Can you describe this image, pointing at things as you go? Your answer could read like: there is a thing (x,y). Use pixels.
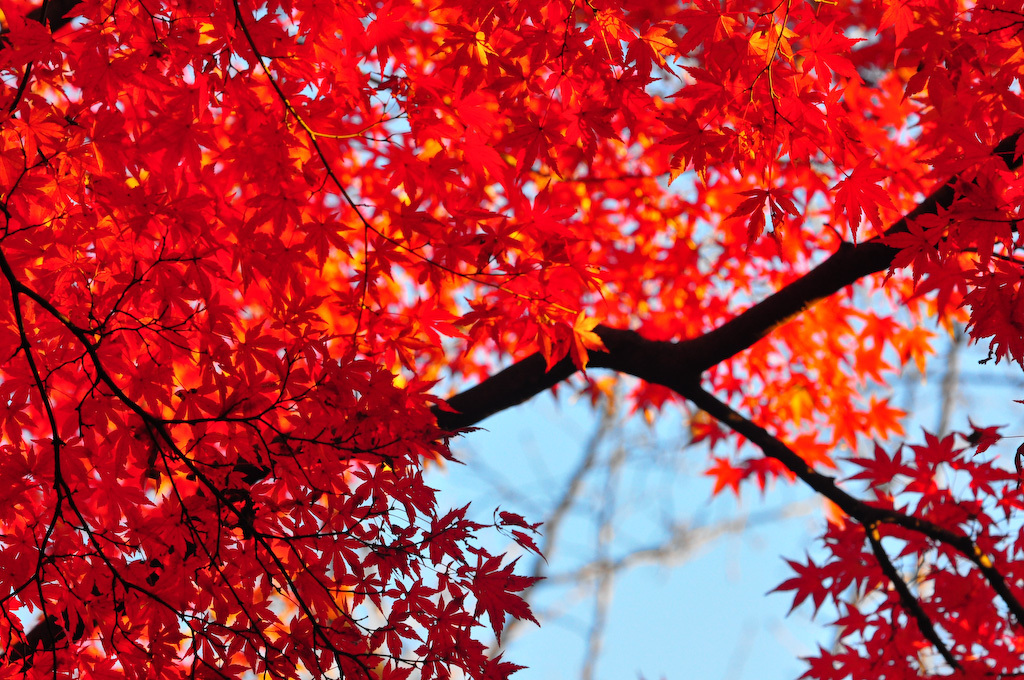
In this picture I can see there is a tree (534,378), it has branches (556,374) and leaves (644,403). The sky (734,509) is clear.
